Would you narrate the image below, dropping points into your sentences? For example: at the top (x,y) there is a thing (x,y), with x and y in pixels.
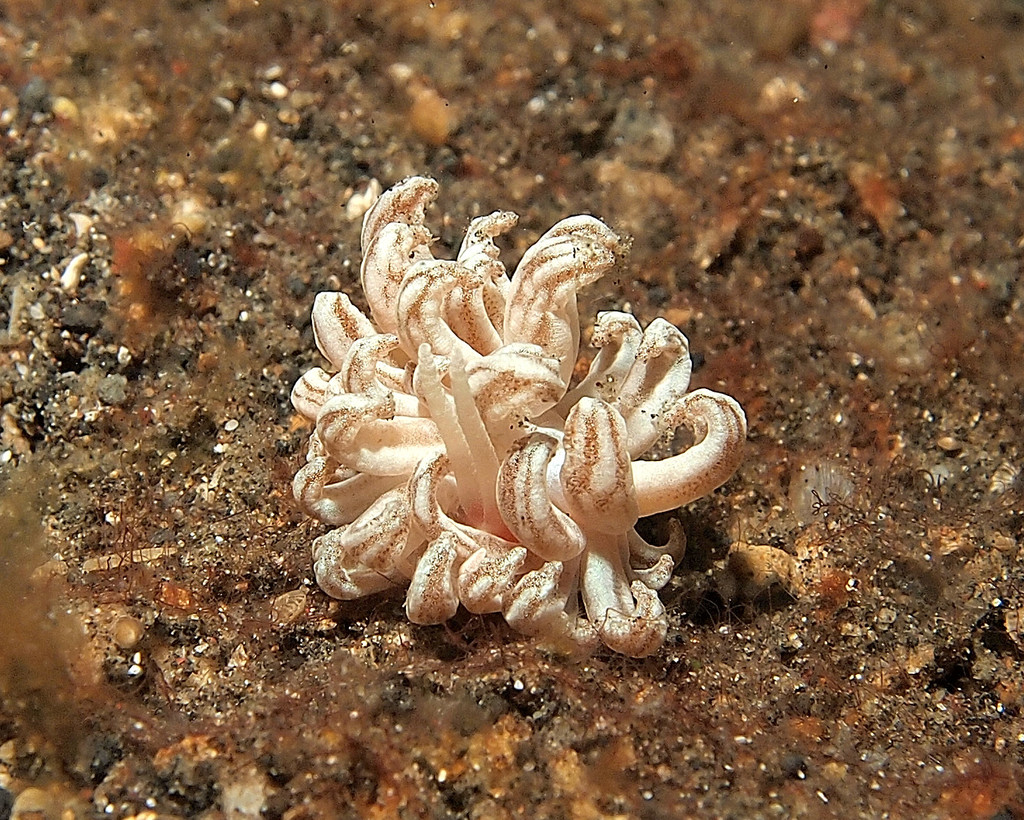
In this picture I can see the white color sea slug (395,351) on the seafloor (291,215). On the left (102,212) it might be the small stones (62,342).
